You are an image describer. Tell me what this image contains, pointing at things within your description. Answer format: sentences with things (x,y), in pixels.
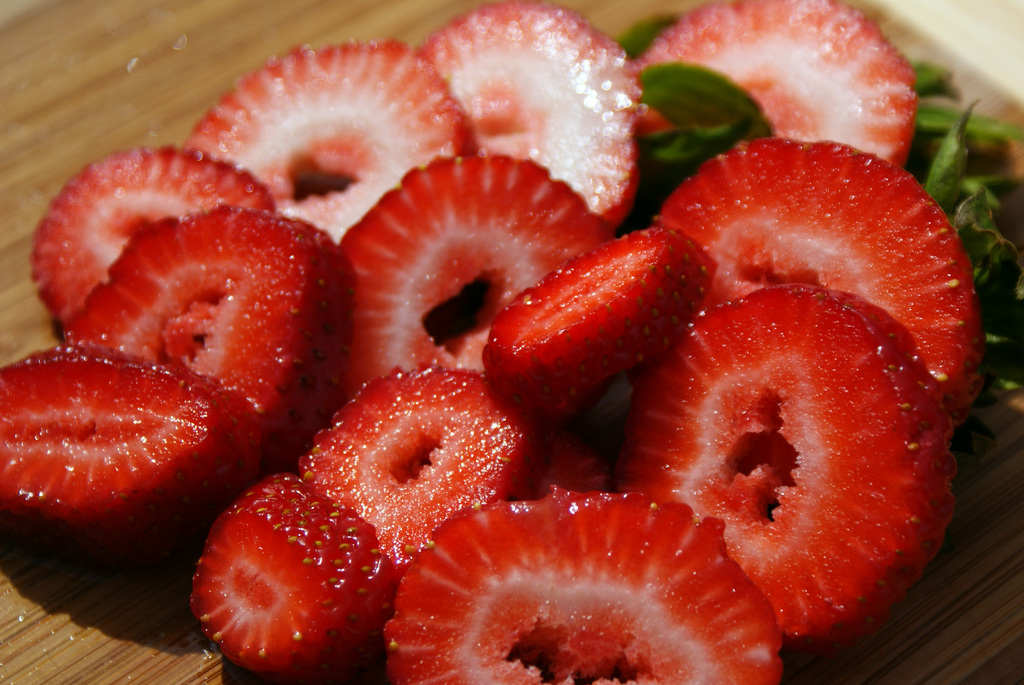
In this image I can see few strawberry pieces (492,324) and leaves (991,235) on a wooden surface (149,87).
